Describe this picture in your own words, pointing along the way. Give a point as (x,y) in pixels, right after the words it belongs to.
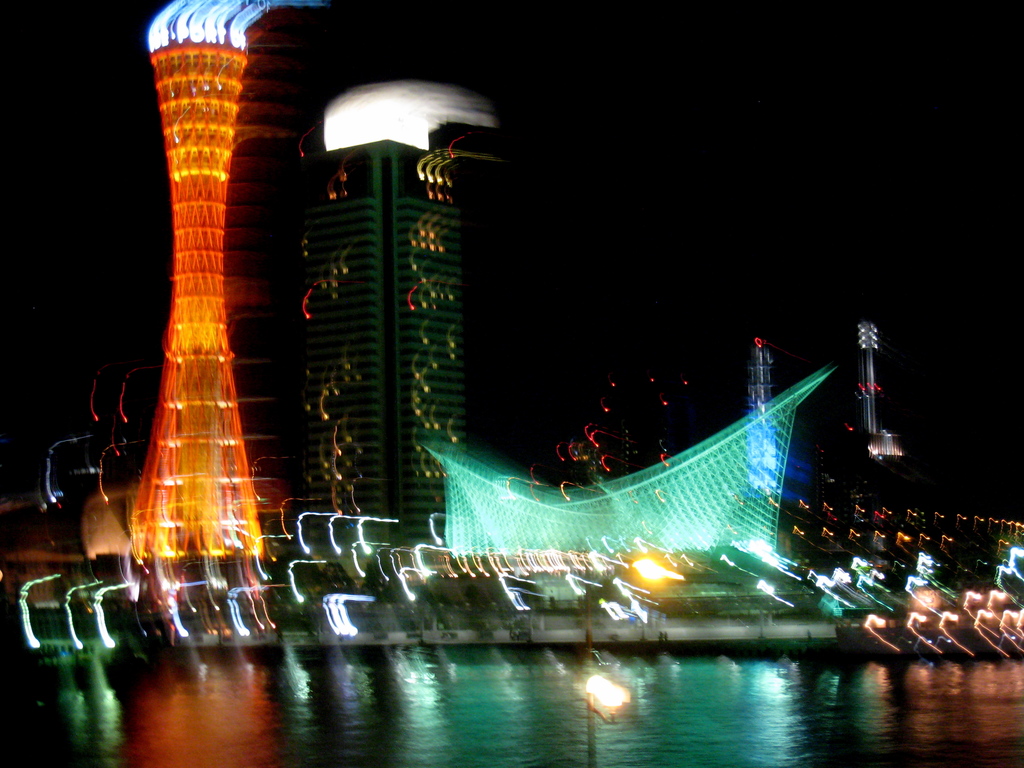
In front of the image there is a lamp post (594,684), behind the lamp post (610,689) there is water (717,716), behind the water (633,691) there are buildings (484,485).
